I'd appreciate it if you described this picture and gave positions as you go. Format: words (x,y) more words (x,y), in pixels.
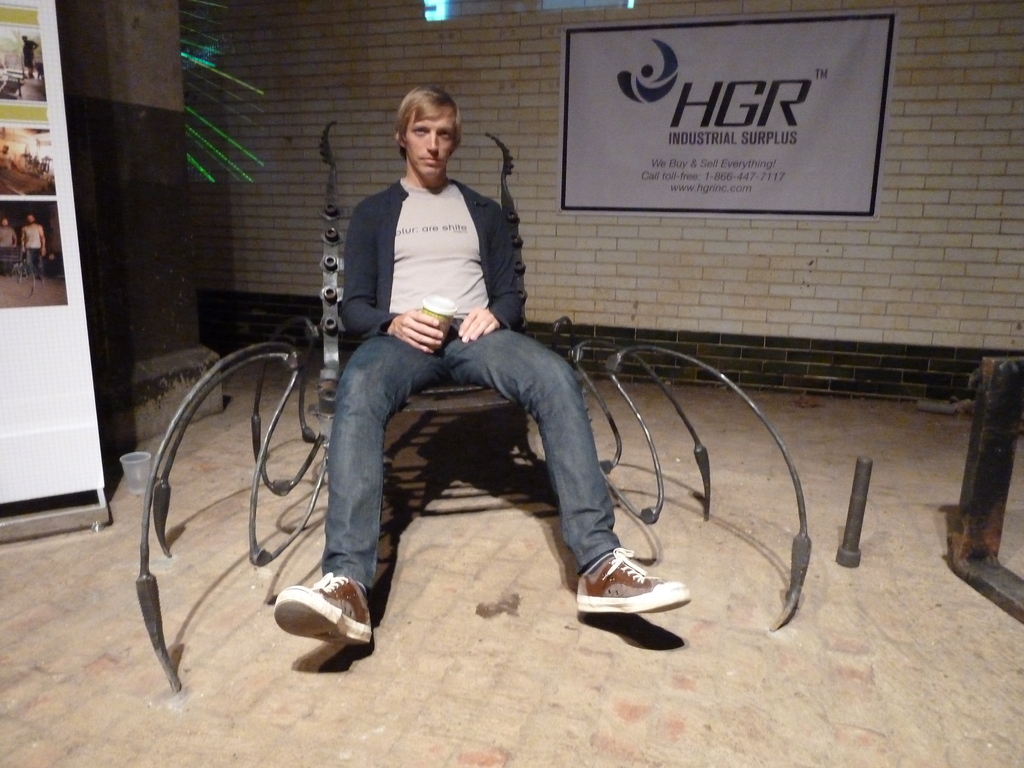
In this image i can see a man (488,365) is sitting on a chair (438,391) on the floor (435,659). I can also see there is a wall (951,143) behind this man (426,333).
